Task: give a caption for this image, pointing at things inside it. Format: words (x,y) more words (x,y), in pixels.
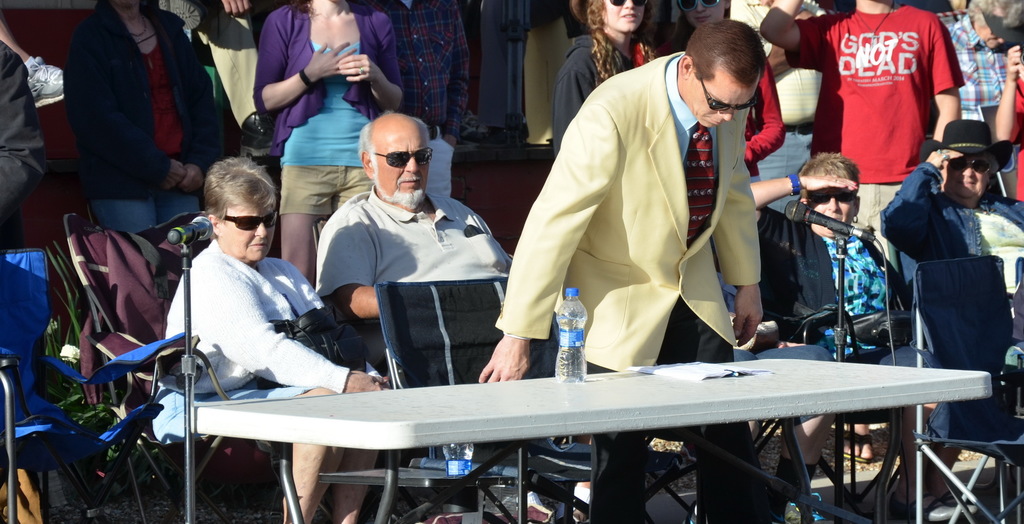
Few people (649,233) are standing and few people (386,176) are sitting. We can see chairs (160,297), microphones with stands (189,463) and bottle (557,366) and book (705,379) on the table (644,396). We can see bottle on the surface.
